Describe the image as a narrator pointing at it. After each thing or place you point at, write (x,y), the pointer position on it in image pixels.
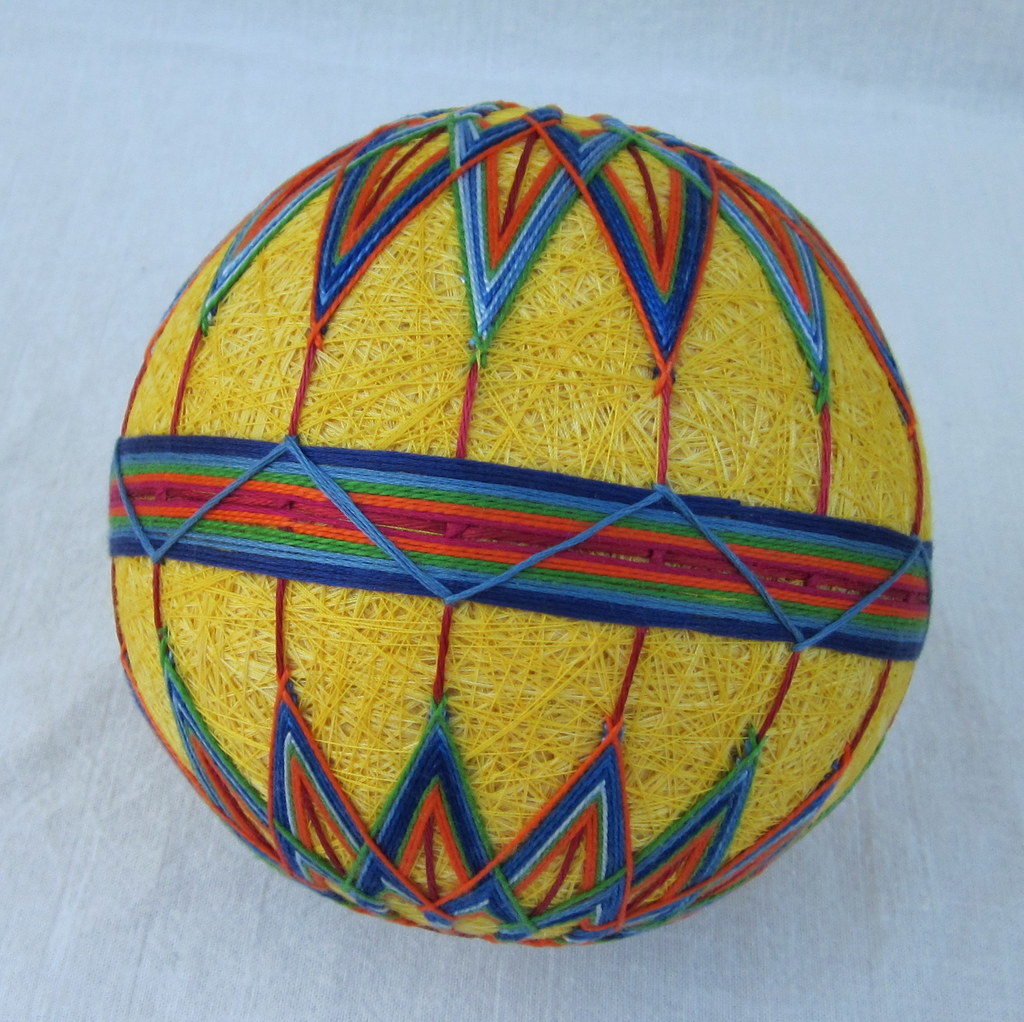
In this picture, we see the thread woven ball (460,644). It is in yellow, blue, green, red and orange color. In the background (112,130), it is white in color. This ball (706,851) might be placed on the white cloth (907,812).
